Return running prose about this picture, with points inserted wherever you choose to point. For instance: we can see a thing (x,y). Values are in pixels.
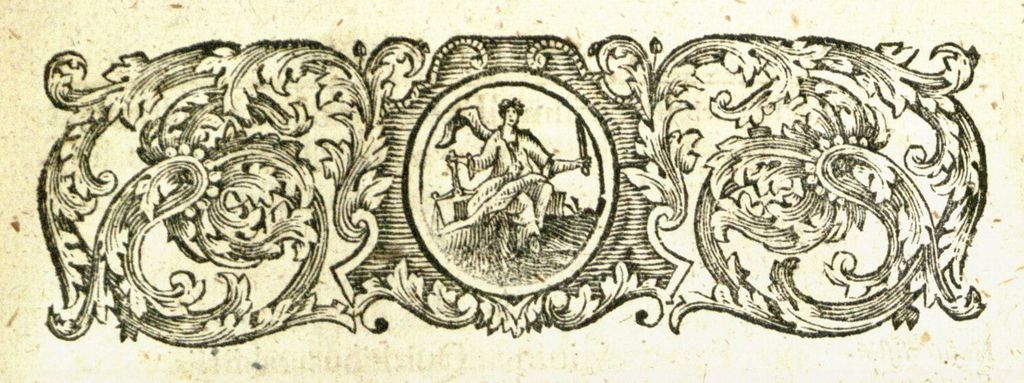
In the center of this picture (488,197) we can see the sketch of a person (506,157) holding some objects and seems to be sitting and we can see the sketch of some other objects (295,303).
